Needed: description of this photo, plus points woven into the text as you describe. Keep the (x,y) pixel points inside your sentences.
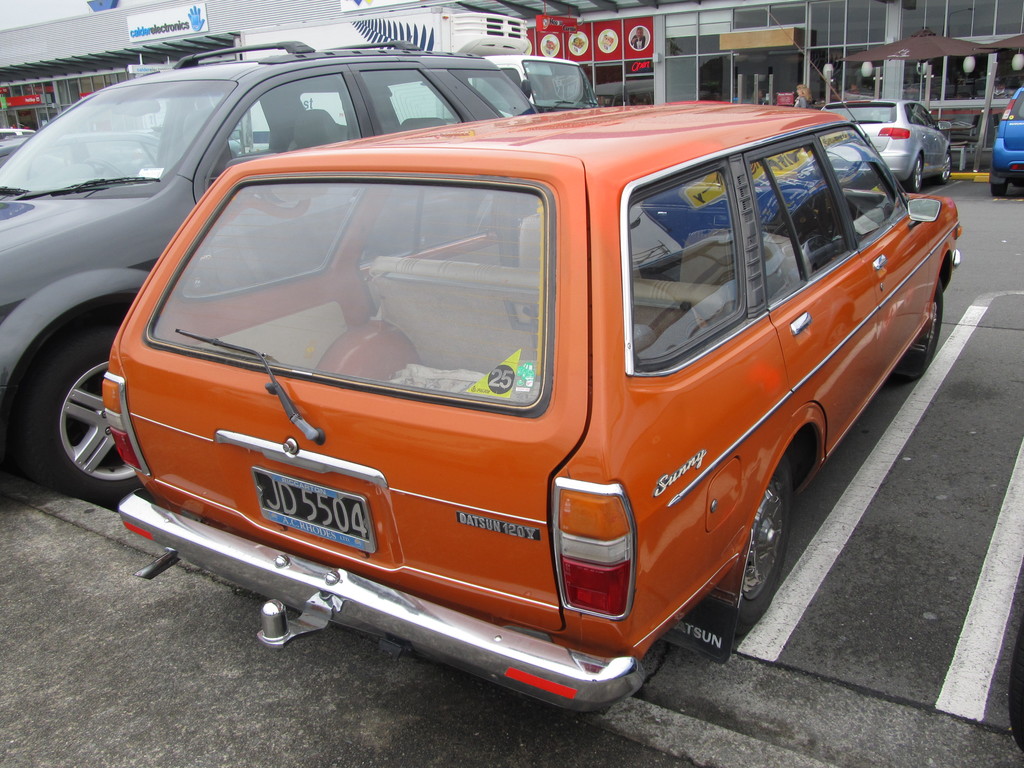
In this image there are cars (653,394) parked on the road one beside the other. In the background (686,49) there are stores (817,77). In front of the stores (767,69) there are few other cars (931,143) parked on the road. There are hoardings (162,33) at the top of the store (215,32).
